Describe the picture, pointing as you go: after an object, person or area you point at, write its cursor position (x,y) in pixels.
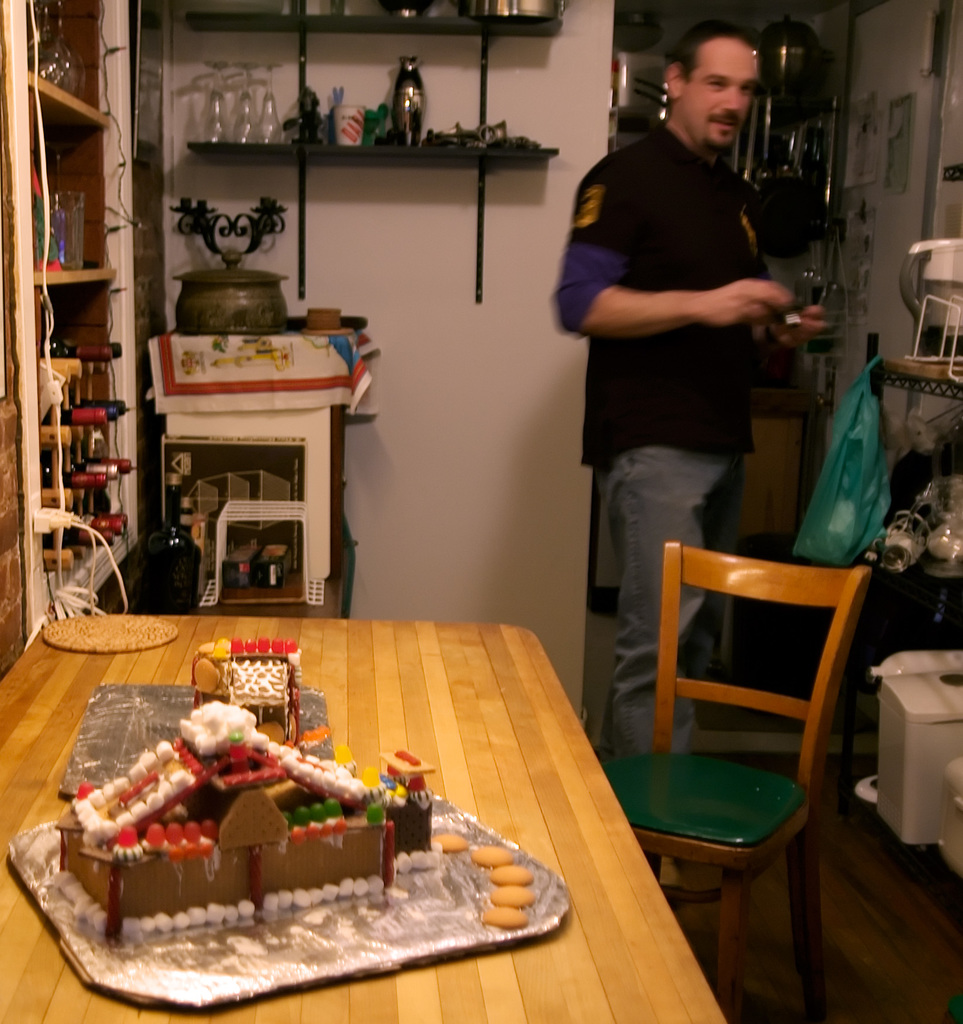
There are some objects (213,771) placed on the table (355,749) and there is a person (614,345) standing in the right corner (698,348).
